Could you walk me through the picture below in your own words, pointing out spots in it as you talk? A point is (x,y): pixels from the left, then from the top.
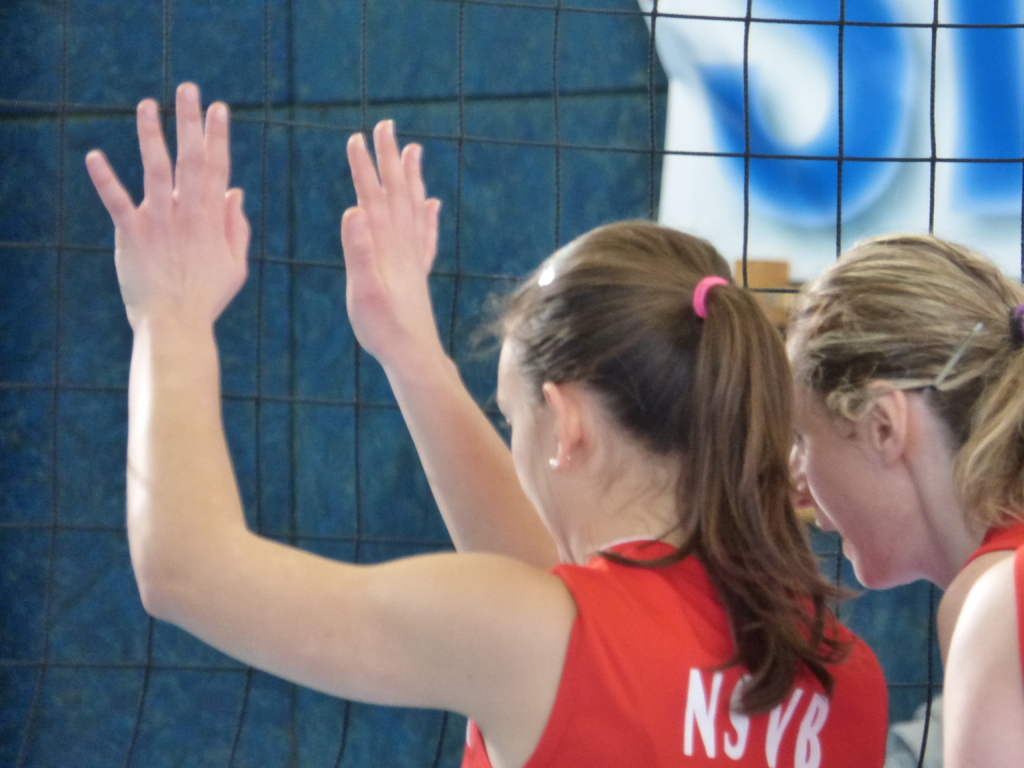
In this image I can see two persons (685,453). In front (689,685) the person (676,685) is wearing red color dress (666,649) and I can see the net fencing (483,142) and the background (539,127) is in blue and white color.
